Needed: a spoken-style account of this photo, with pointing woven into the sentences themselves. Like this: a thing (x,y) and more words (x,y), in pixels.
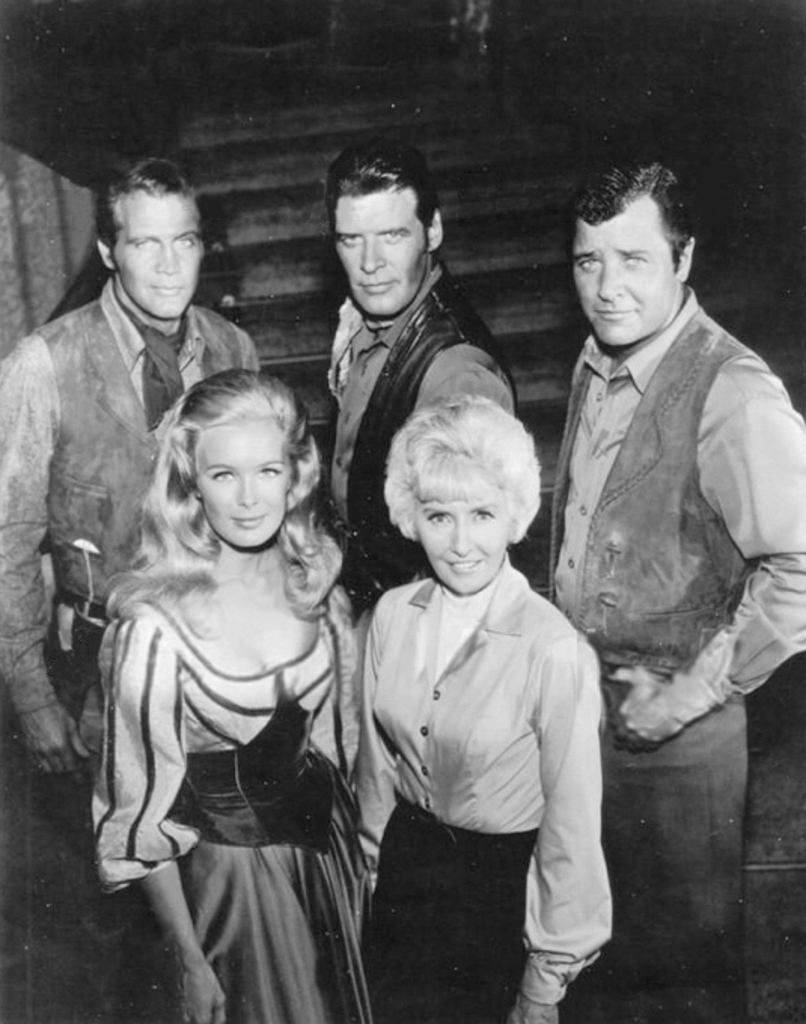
In this image we can see a group of people (531,721) standing.
